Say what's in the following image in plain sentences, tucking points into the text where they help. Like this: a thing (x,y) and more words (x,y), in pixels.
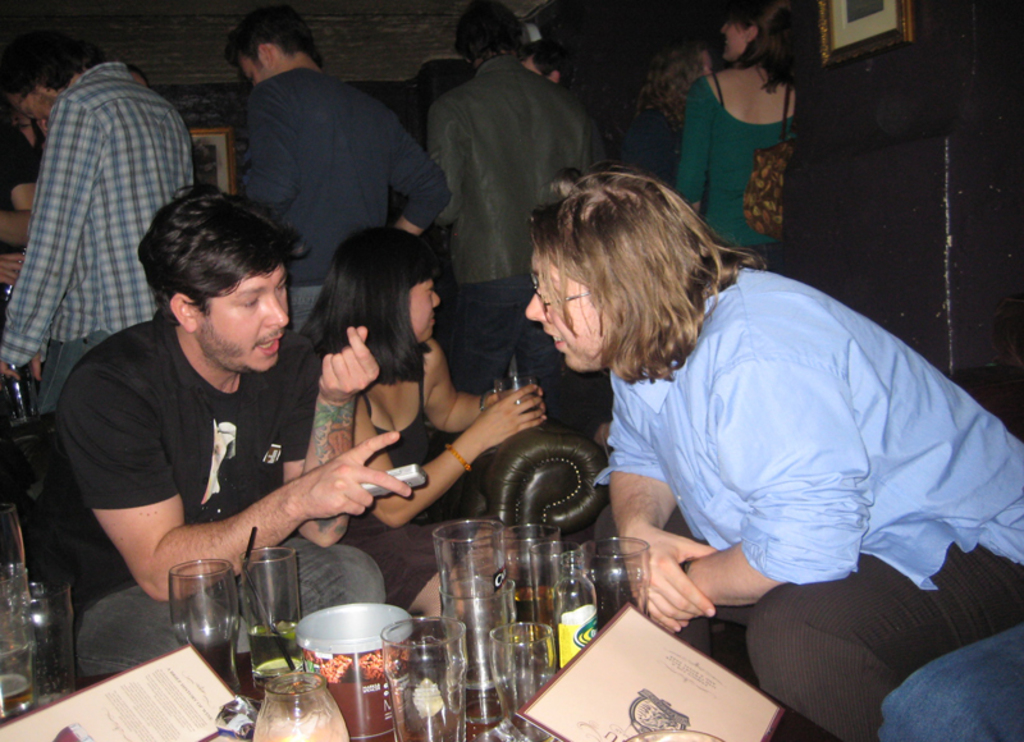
In this image, there are a few people (672,338). Among them, some people (674,229) are sitting. We can also see some objects (494,533) like glasses (475,649) and posters (688,724) at the bottom (628,653). We can see the wall (873,62) with some frames (868,25).
